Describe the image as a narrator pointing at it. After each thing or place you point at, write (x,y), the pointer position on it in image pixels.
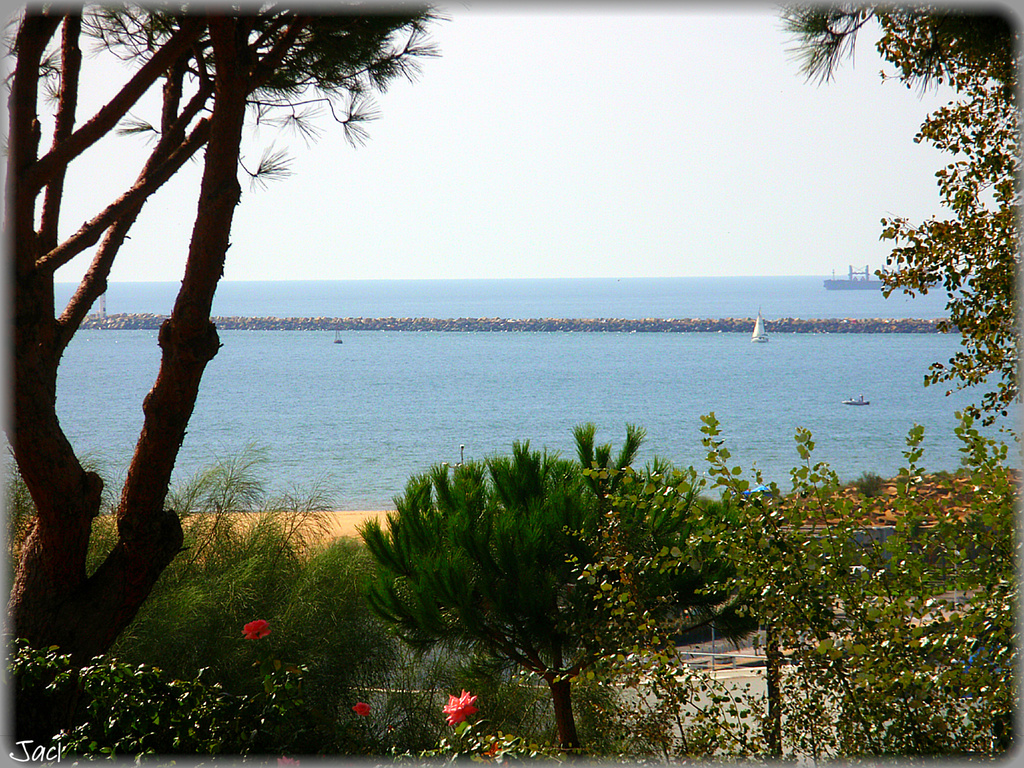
At the bottom of the image (373,716) I can see few plants (244,639) along with the flowers (460,709) and also some trees (64,484). In the middle of the image (456,355) there is a sea (612,380) and I can see two boats (851,401) and a ship (850,276) in the water (653,291). On the top of the image (612,158) I can see the sky (441,172).
